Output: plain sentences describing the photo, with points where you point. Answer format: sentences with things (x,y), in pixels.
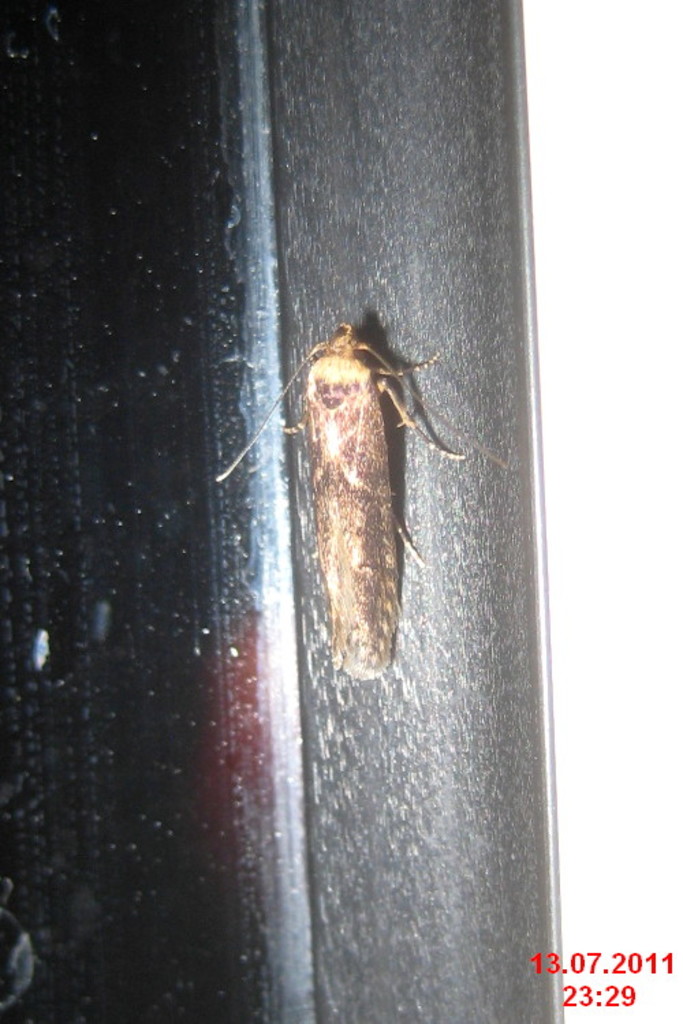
In this picture, we see a moth (356,548) on the black pole (391,728). Beside that, we see a glass window (108,487) and it is dark on the left side (167,337). On the right side of the picture (592,681), it is white in color.
